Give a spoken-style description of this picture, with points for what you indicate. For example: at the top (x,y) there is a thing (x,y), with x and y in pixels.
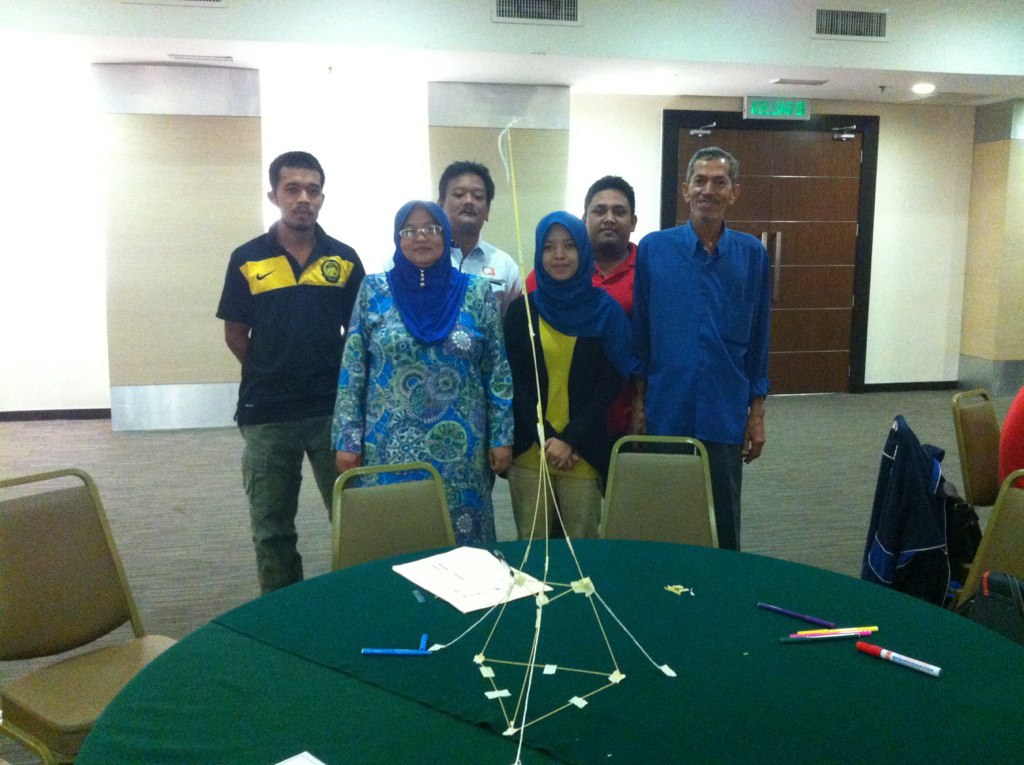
In this image I can see few chairs (64,597) around the table (460,618) which is green in color and on the table (368,691) I can see few papers (485,589), few pens (801,635) and few other objects (606,637). I can see few persons (541,369) standing and in the background (515,245) I can see the wall (77,191), few lights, the door (768,208) and the green colored board (784,108).
